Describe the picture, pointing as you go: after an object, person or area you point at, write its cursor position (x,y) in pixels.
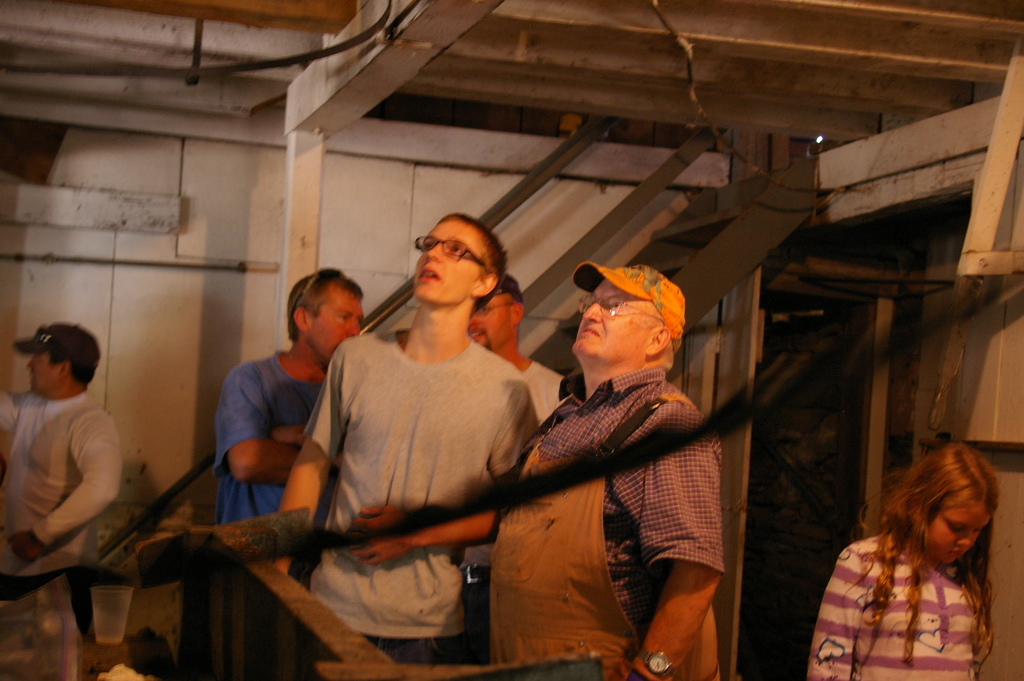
In the foreground of this image (439,407), there are persons (552,446) standing and a metal curved object (923,336) and a girl (975,534) is on the right side (966,497). In the background (765,266), there are stairs (712,247), door (749,357), wooden wall (338,215) and the ceiling (511,35).
